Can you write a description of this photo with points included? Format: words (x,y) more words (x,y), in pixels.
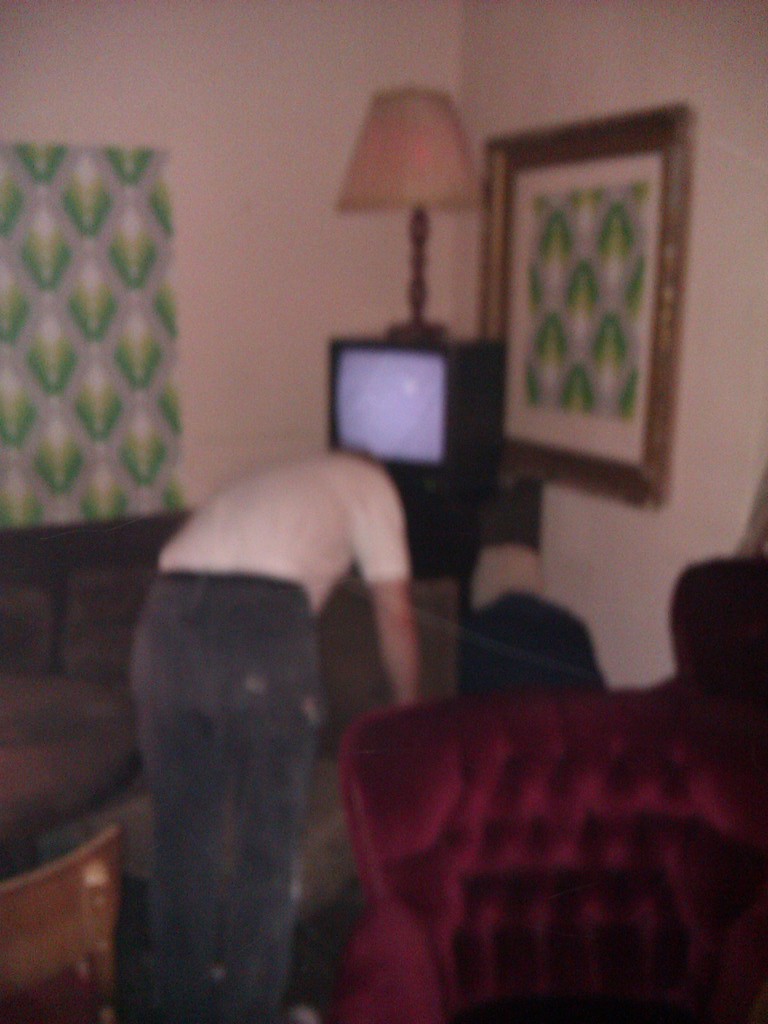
This is the picture of a room (559,524). In this image there is a person (284,773) standing. In the foreground (446,959) there is a chair (394,943). On the right (716,638) and on the left side of the image (95,720) there are chairs (410,790). At the back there is a television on the table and there is a lamp (431,162) on the television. There is a frame (596,288) on the wall (441,309) and there is a curtain (128,297).
